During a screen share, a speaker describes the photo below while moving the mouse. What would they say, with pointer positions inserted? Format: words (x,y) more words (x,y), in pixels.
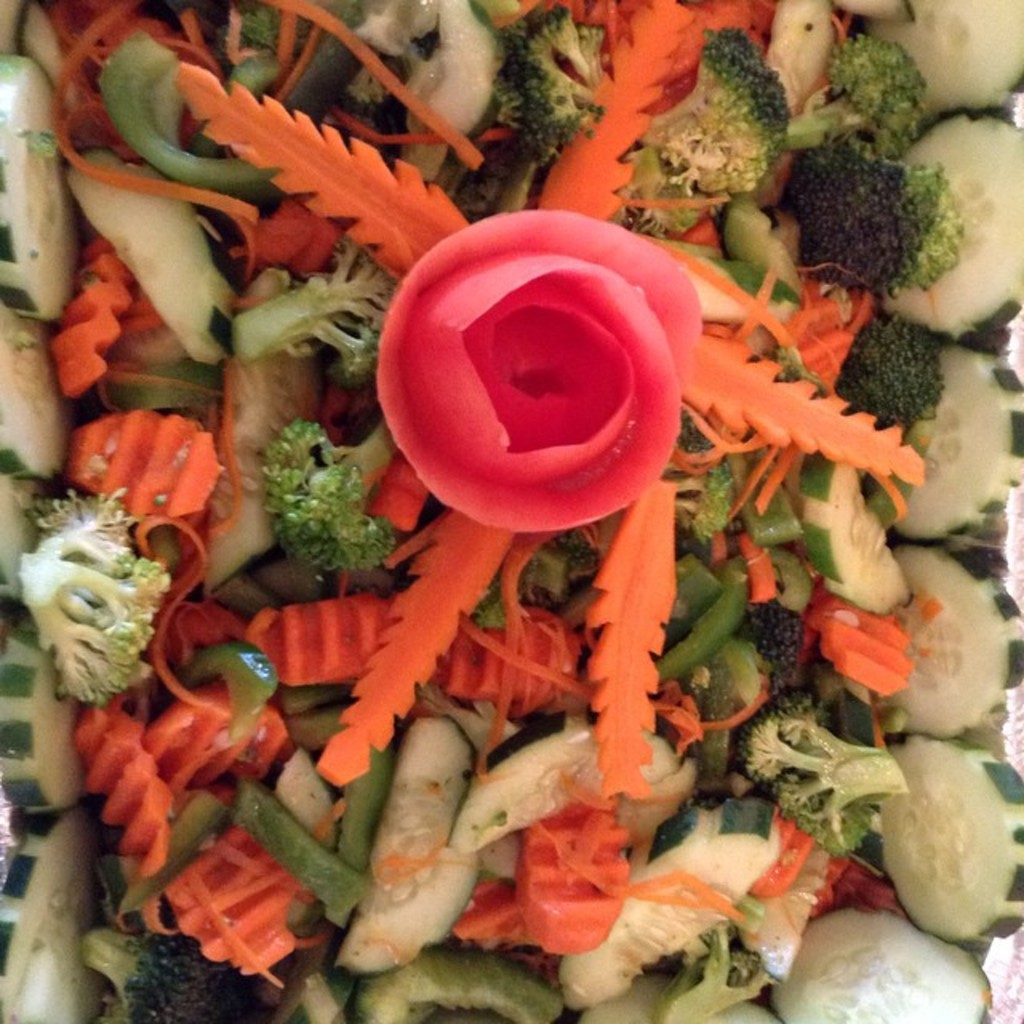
In this image I can see colourful chopped vegetables (255,192) and I can also see a pink colour thing (519,235) on the top of it.
